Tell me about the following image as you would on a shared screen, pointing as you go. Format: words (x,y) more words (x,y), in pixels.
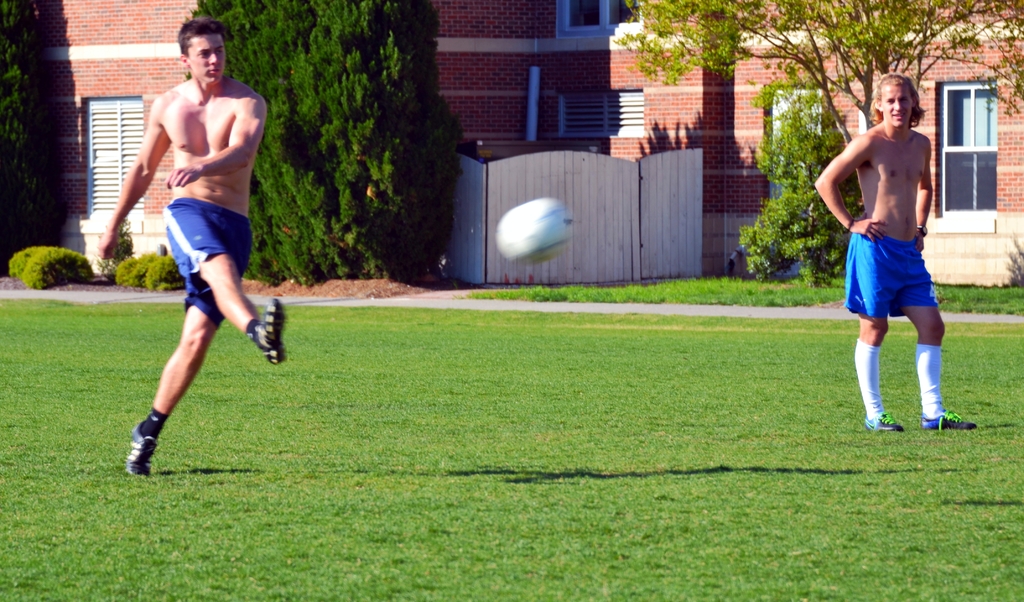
In the image there are two men (892,225) on the grass surface (392,345), the first man (237,178) hit a ball (514,243) with his leg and the ball (516,223) is flying in the air (509,208), in the background (336,139) there are trees (420,114) and behind the trees (356,10) there is a building (128,10).
